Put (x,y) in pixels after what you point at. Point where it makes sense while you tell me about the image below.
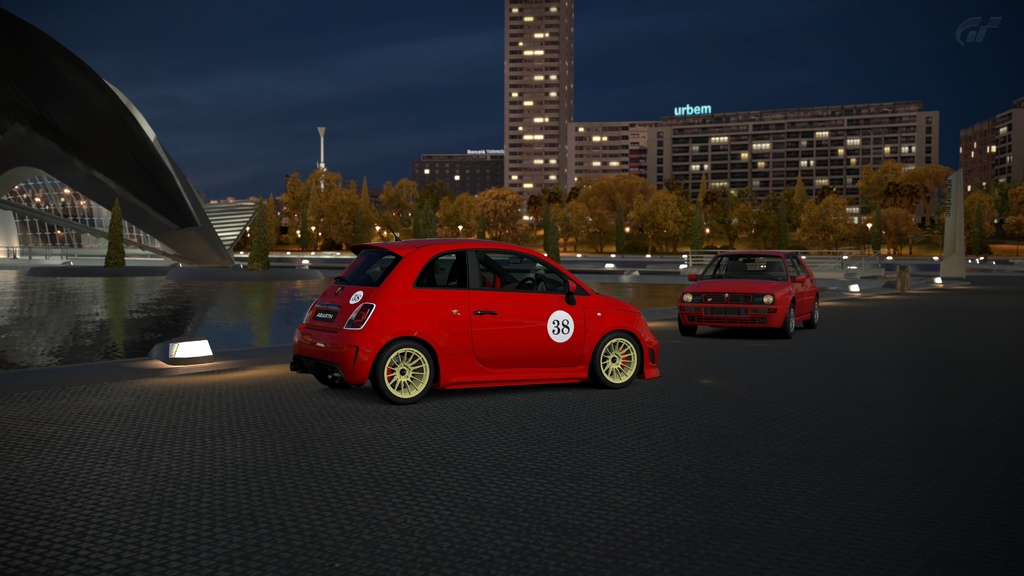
In the picture we can see a two cars (587,339) on the path (752,429) which are red in color and in the background (842,124) we can see a water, building (802,137), lights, poles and a sky (665,71).
